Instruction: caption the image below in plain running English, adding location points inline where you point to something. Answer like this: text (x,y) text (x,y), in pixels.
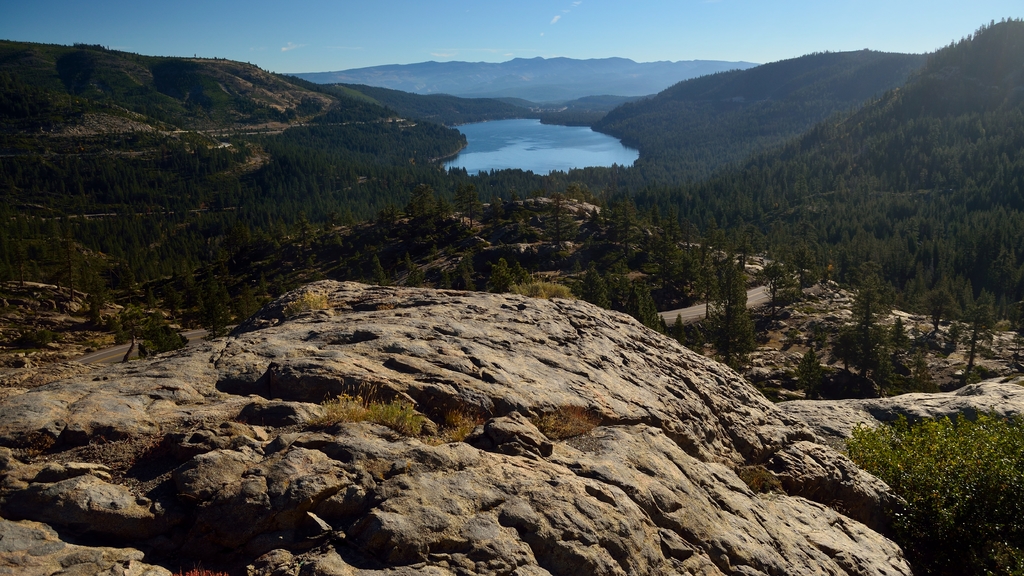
In this image there are hills (512,76), trees (477,117), water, and in the background (105,5) there is sky (86,1).
